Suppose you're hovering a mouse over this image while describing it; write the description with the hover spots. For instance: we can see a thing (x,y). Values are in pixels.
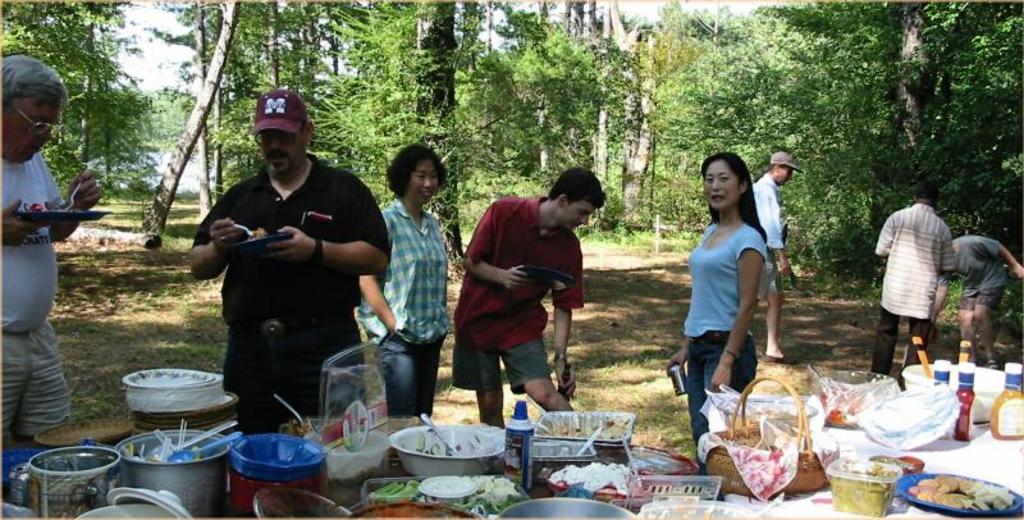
In this image I can see the group of people (270,282) with different color dress (317,293). I can see few people (225,243) are holding the plates (253,241) and the spoons (235,225). I can see two people (303,109) with the caps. In-front of these people (488,420) I can see many utensils (336,459), bowls (429,467), bottles (528,464), plates (187,401), spoons (228,438), cloth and many objects (639,474) on the tables (397,445). In the background (428,28) I can see the trees (477,112) and the sky (555,19).
